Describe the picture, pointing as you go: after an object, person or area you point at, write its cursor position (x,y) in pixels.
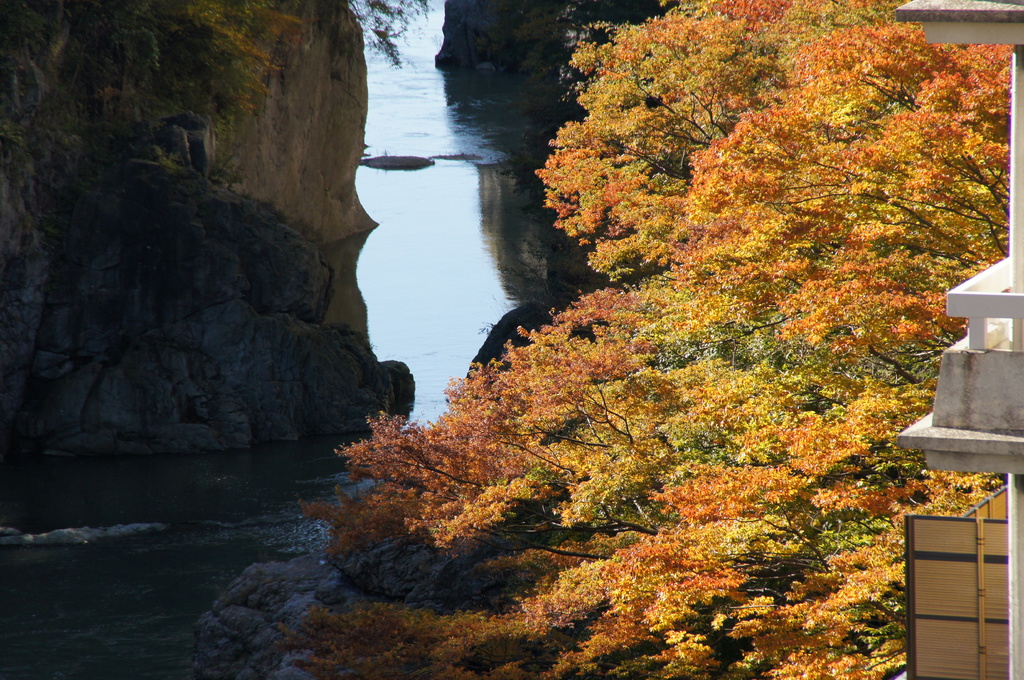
In the foreground of the image (788,310) we can see a tree (778,318) and building (1012,642). In the middle of the image (344,436) we can see water (474,324) and in the background (545,109) we can see mountains (120,98).
